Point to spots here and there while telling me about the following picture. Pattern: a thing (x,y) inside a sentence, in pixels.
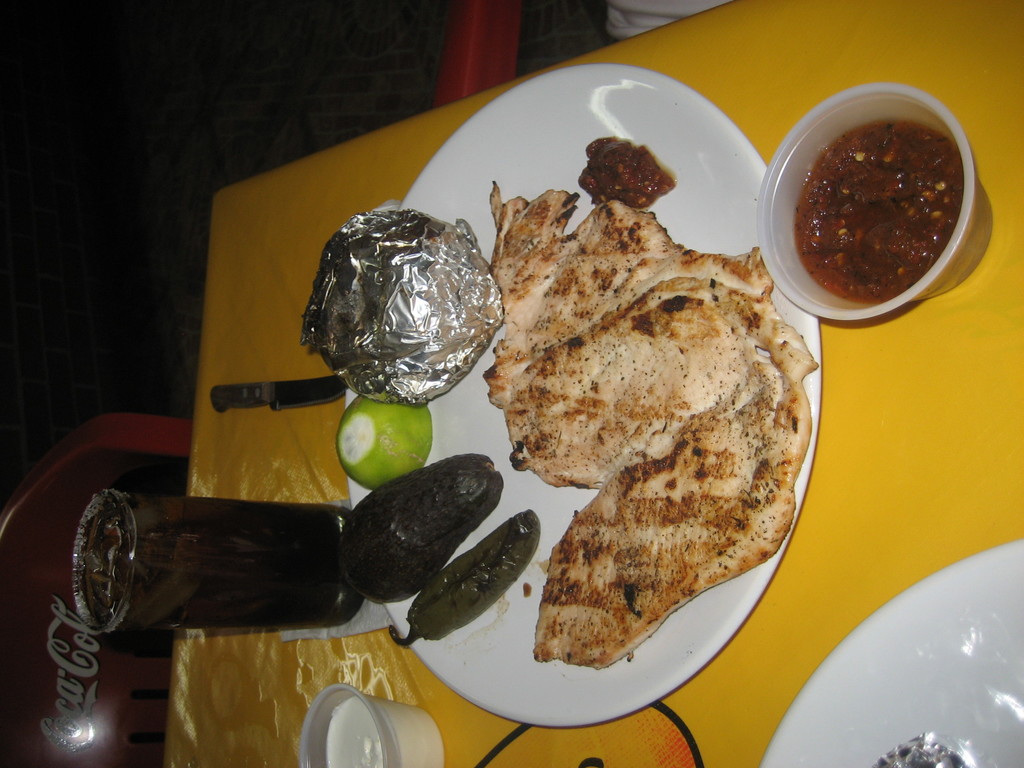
In this picture we can see a table (736,651) and a chair (97,474) here, there are two plates (808,697), a glass (216,619), a knife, two cups (903,298) present on the table (252,375), we can see some food (579,413) in this plate (487,398).
